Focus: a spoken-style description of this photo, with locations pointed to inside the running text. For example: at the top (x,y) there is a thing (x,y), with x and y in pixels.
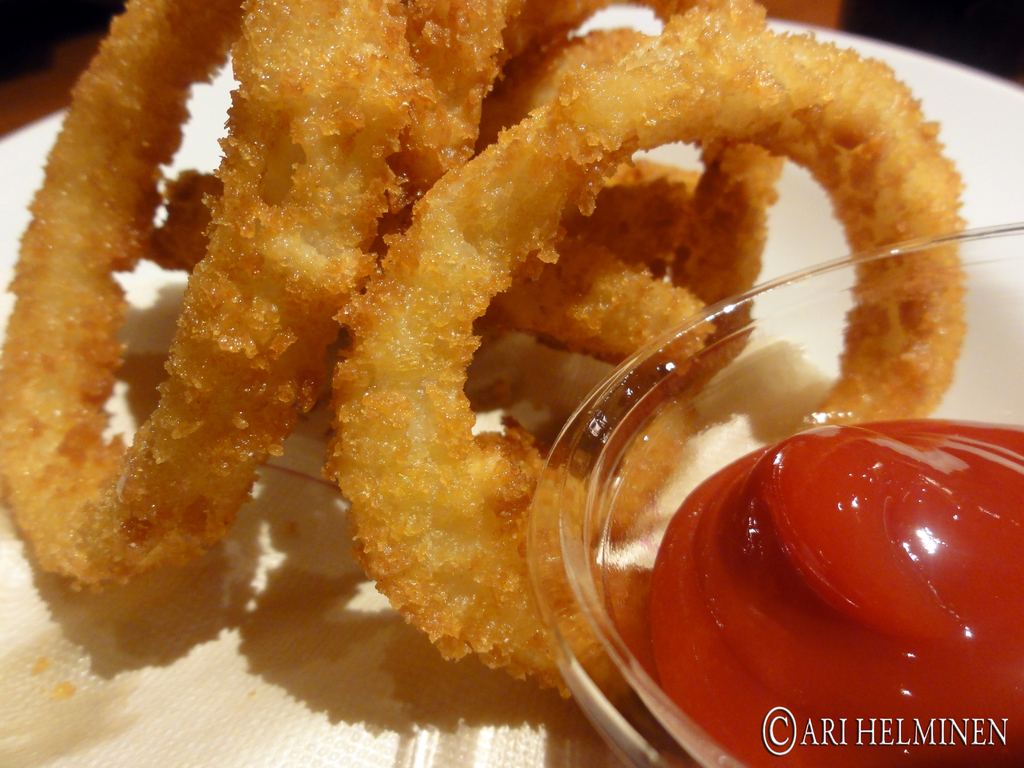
In this image I can see the food (702,255) and sauce (795,598) in the glass bowl (887,303). They are on the white color plate (988,90). Food (907,122) is in brown color.
